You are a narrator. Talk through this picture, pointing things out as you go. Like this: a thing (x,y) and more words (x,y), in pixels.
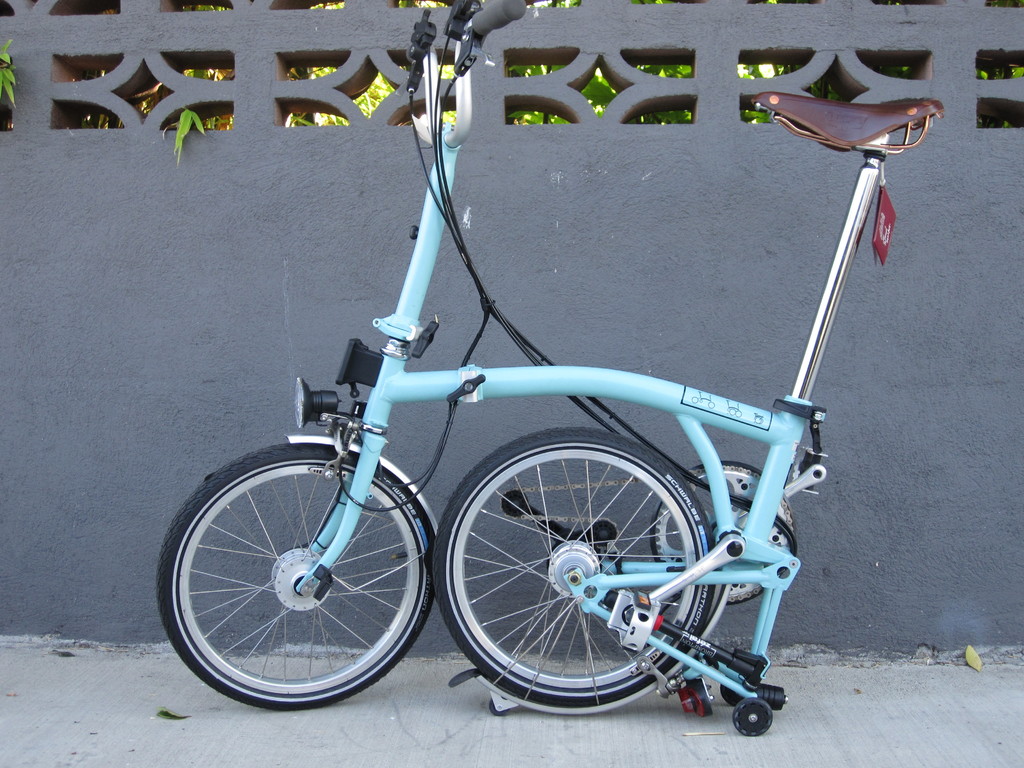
In the center of the image (456,394) we can see a bicycle (461,555). In the background of the image (499,426) we can see the wall (543,422). At the top of the image (209,73) we can see the trees (209,73). At the bottom of the image (190,754) we can see the floor (508,756).
